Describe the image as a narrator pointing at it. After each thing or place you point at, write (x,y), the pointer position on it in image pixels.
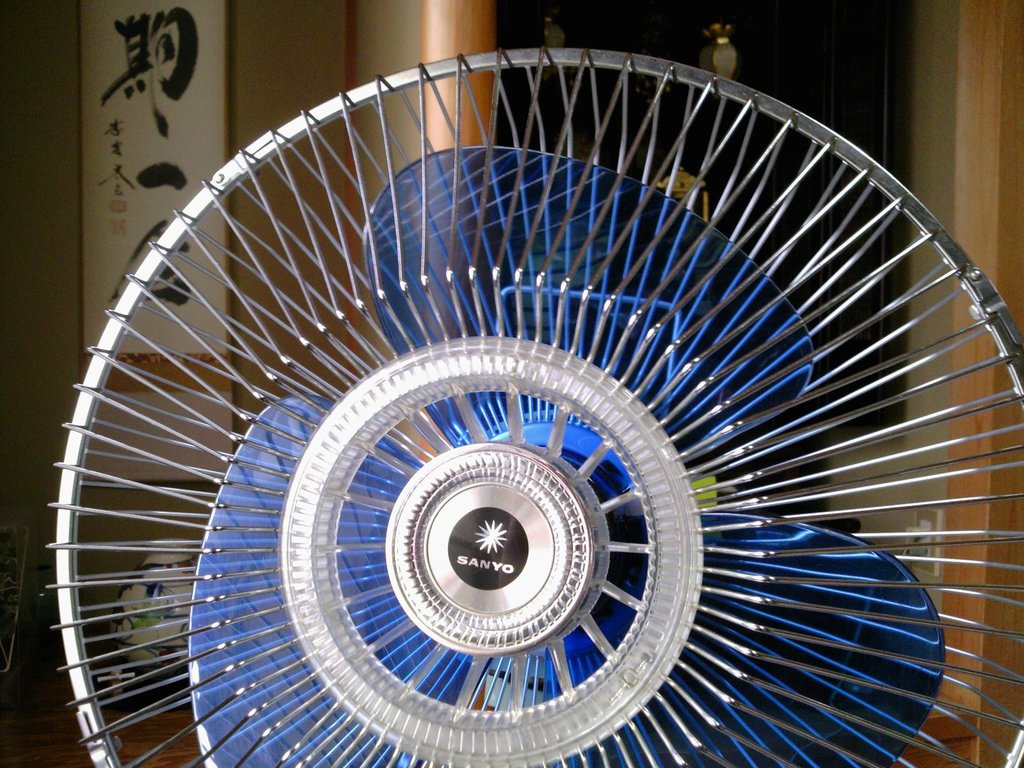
In this picture, we see a table fan (627,452), which is in white and blue color. Behind that, we see a white wall (302,65) on which photo frame (81,186) is placed. Beside that, we see a door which is brown in color. This picture is clicked inside the room (286,575).
